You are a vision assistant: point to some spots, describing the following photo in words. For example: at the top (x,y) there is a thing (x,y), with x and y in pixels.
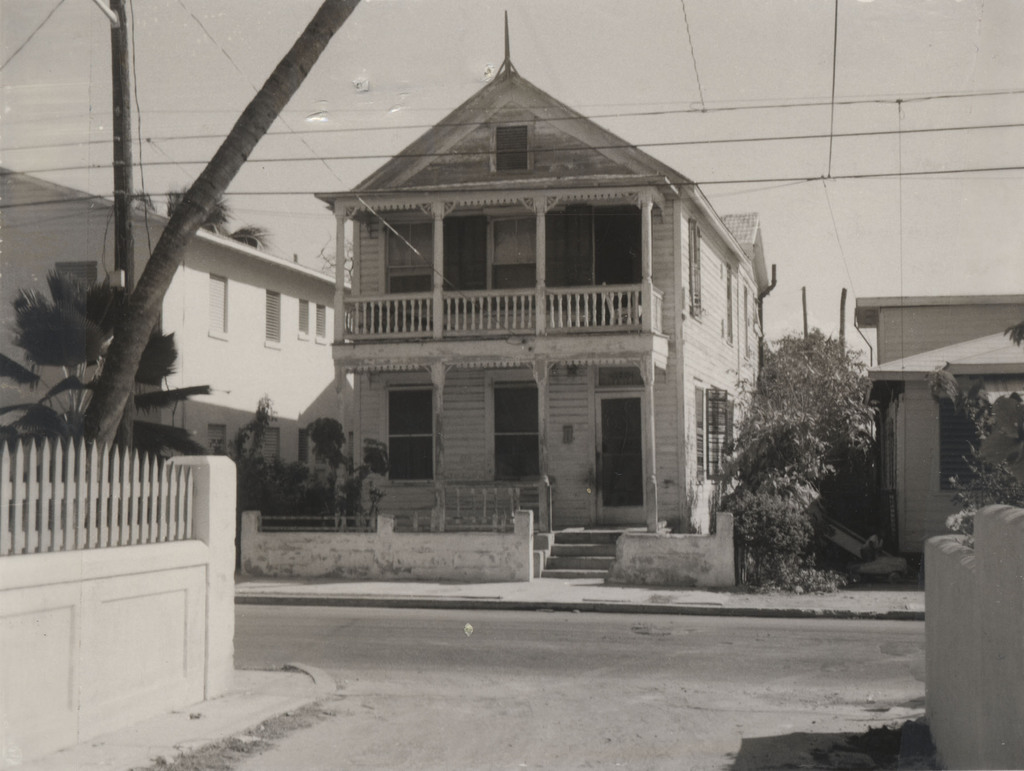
In the center of the image (534,432) there is a building (512,427). On the left side (315,32) there is a building (213,337), tree (122,357) and a wall (126,640). On the right side (953,445) there is building (938,512). At the bottom (635,650) there is a road (537,731). In the background (270,155) we can see sky (561,38).
